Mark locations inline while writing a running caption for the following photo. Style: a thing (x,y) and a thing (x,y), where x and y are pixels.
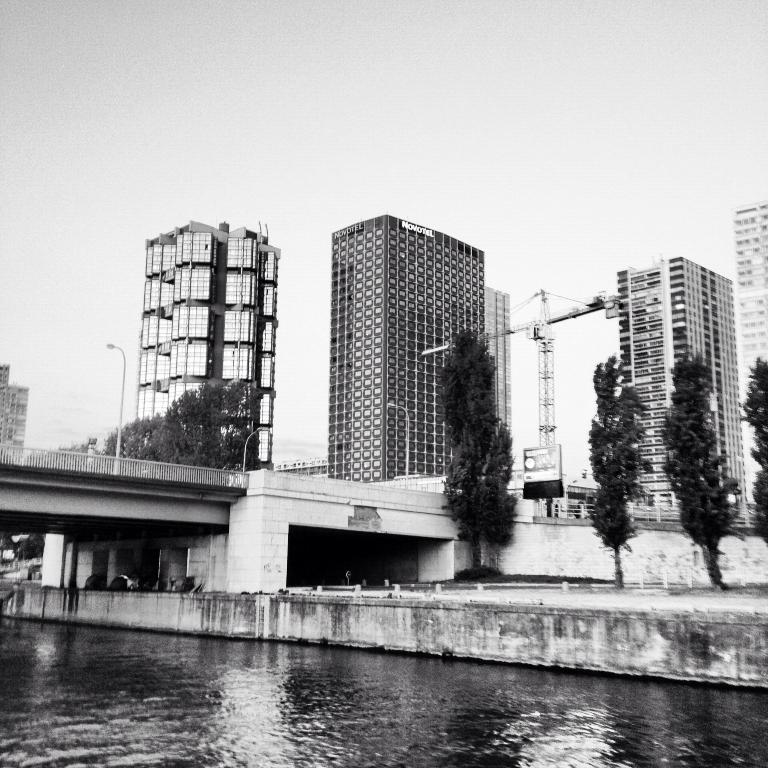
In this image we can see water (453,690), few trees (699,499), a bridge (193,484), lights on the bridge (192,478), few buildings (710,313) and sky (447,140) in the background (318,168).
